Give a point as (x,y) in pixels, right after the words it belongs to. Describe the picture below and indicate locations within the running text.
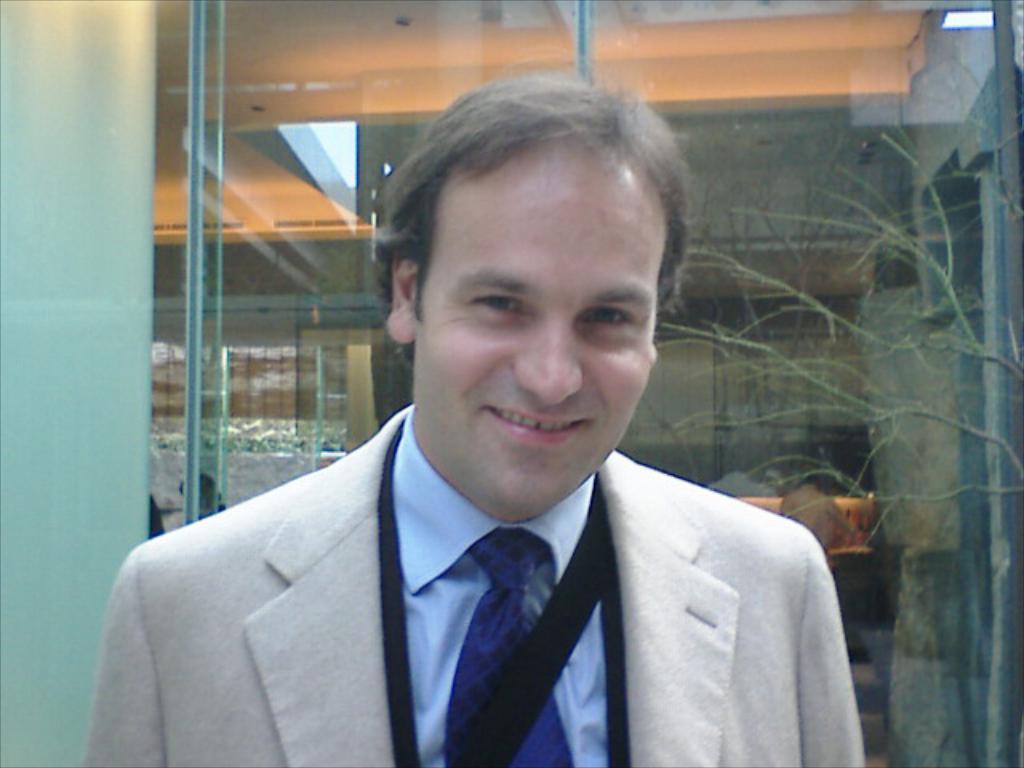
In the picture we can see a man (546,570) standing and smiling, he is wearing a white blazer (648,550) with tie (529,574) and shirt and in the background (722,464) we can see a glass wall (460,63).
